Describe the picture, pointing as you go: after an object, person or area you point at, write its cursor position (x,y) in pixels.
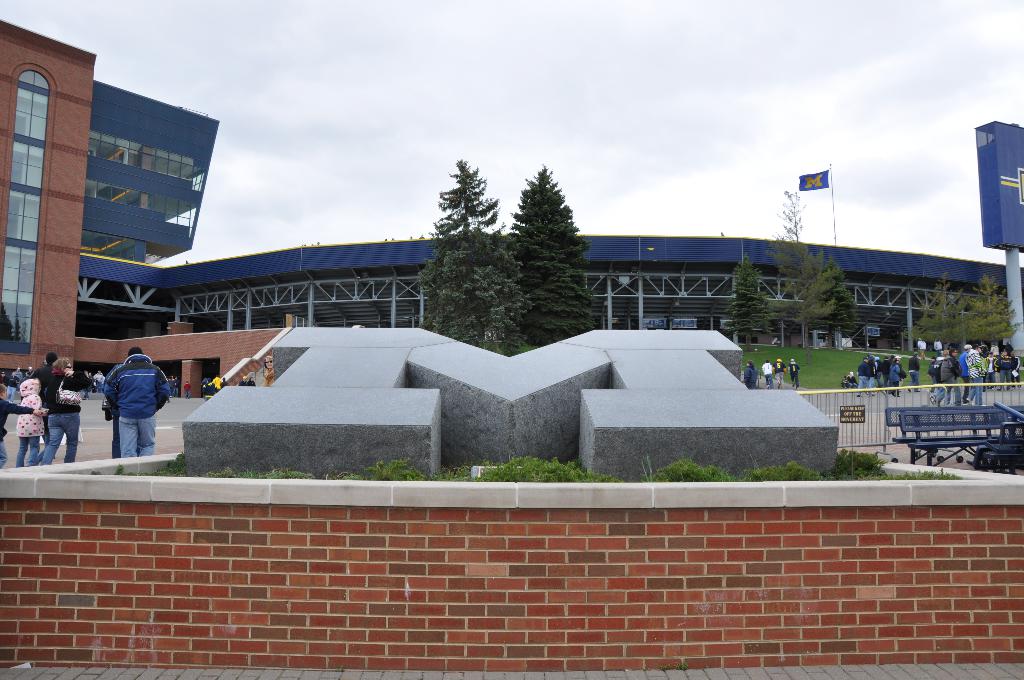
In the foreground of the picture (370,400) there is a logo (399,433) and wall (424,513). On the left (122,396) there are people (113,403). On the right (944,425) there are bench (942,418), railing (918,404), people (945,368) and road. In the middle (464,280) there are trees (483,286) and grass (906,380). In the background (883,258) there is a building (808,246). On the right (1005,212) there is a hoarding (989,185). At the top (572,66) it is sky (672,101). On the top of the building (855,255) there is a flag (807,187).
